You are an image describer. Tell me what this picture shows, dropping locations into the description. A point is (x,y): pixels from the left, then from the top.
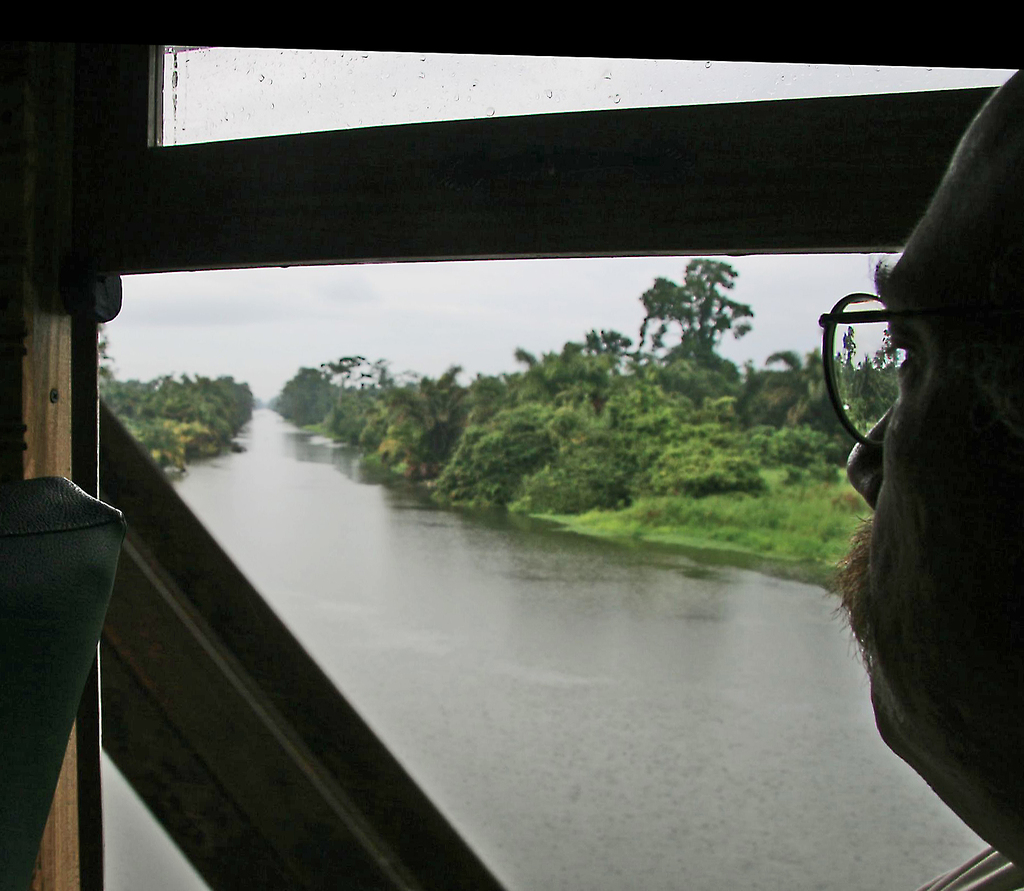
In this image in front (1021,651) there is a person (877,486). There is a window (114,483). Through the window (494,535) we can see water (635,643), trees (541,415) and sky (429,308).
